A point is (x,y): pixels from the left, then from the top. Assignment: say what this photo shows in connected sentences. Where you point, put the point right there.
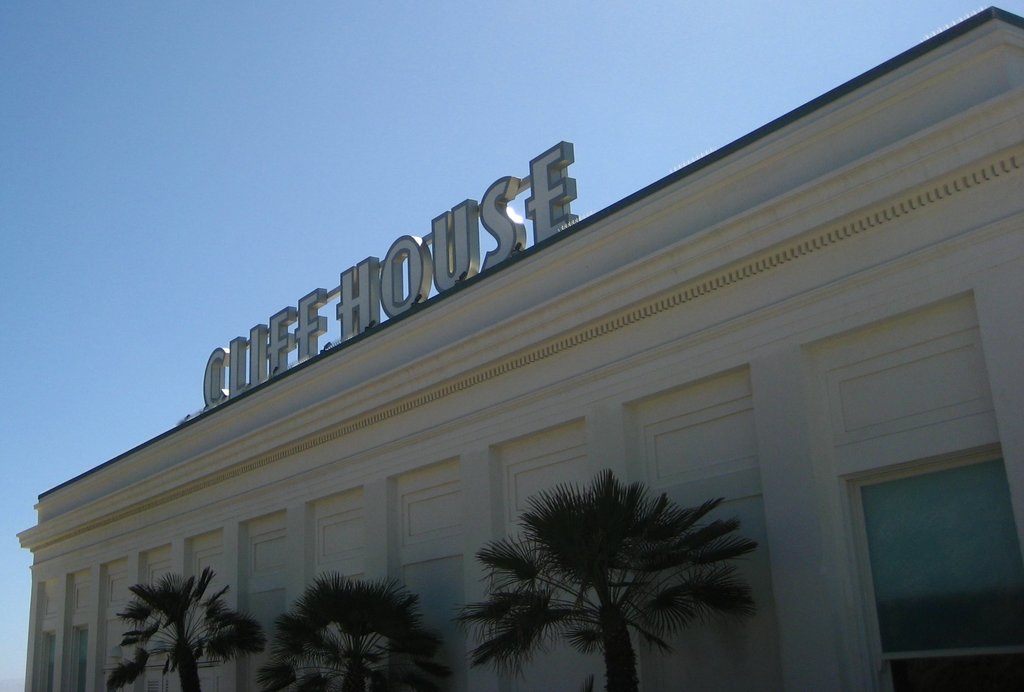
In this image we can able to see a building (551,347) and on top of that building (623,300) we can able to see a board (484,265) name cliff house, and we can able to see a blue sky (226,123), and here we can able to see three trees (628,566), and we can able to see window (963,562) over here.
